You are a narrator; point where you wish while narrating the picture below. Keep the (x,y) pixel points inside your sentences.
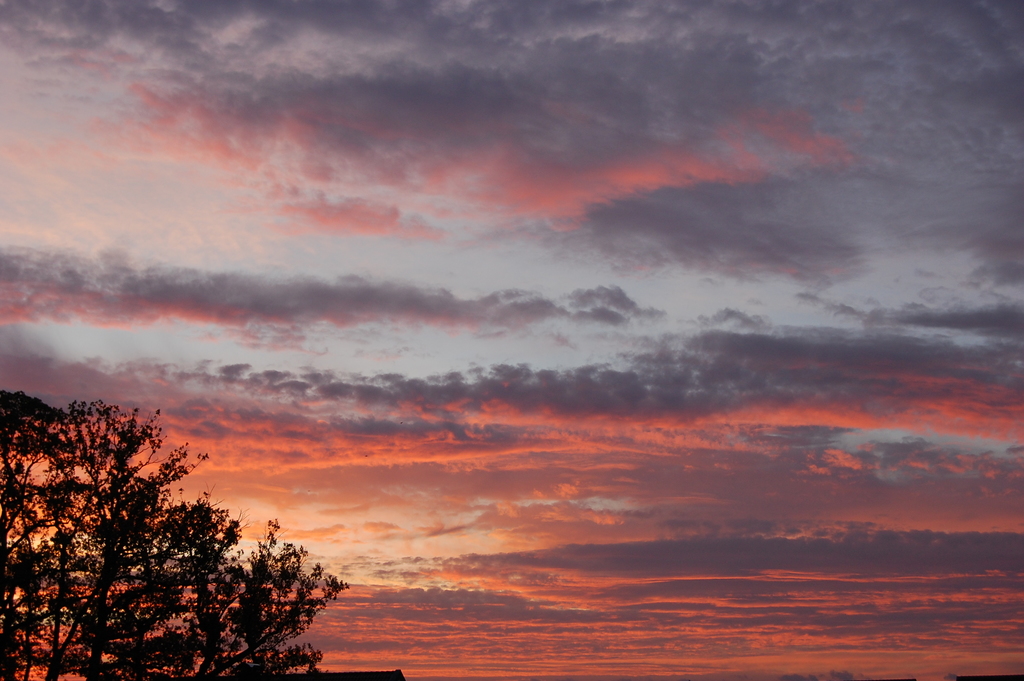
In this image I can see few trees (233,600). In the background (367,265) the sky (600,309) is in white, gray and orange color.
